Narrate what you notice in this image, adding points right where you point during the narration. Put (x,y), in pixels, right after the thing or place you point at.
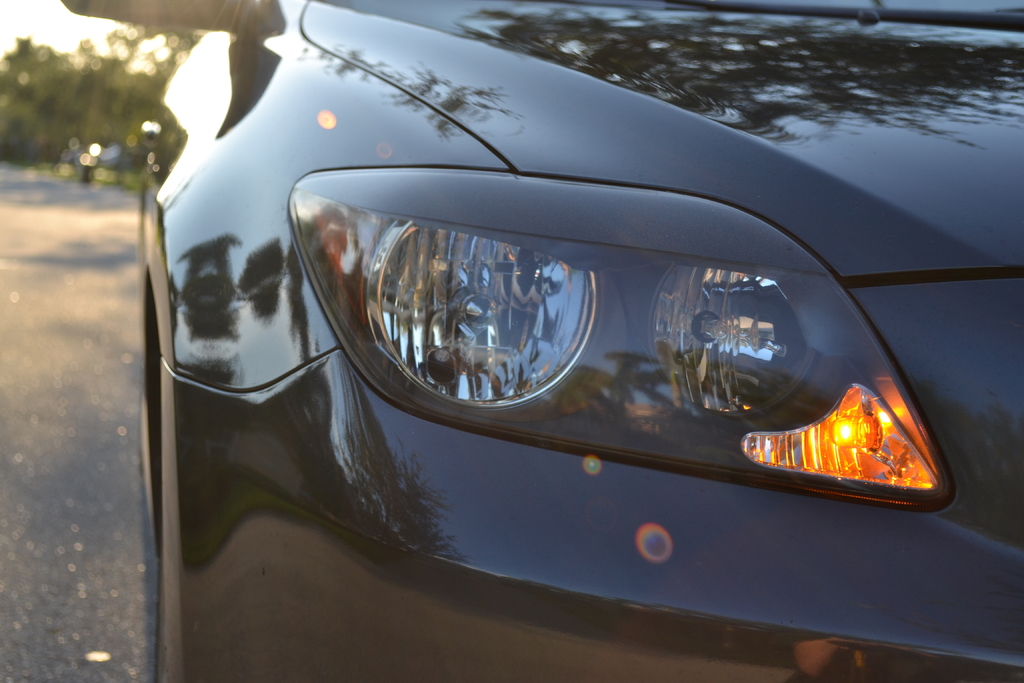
In the foreground of this image (273,498), there is a car (512,263) and the road (89,515). In the background (103,129), there are trees (124,110) on the left (124,110).
